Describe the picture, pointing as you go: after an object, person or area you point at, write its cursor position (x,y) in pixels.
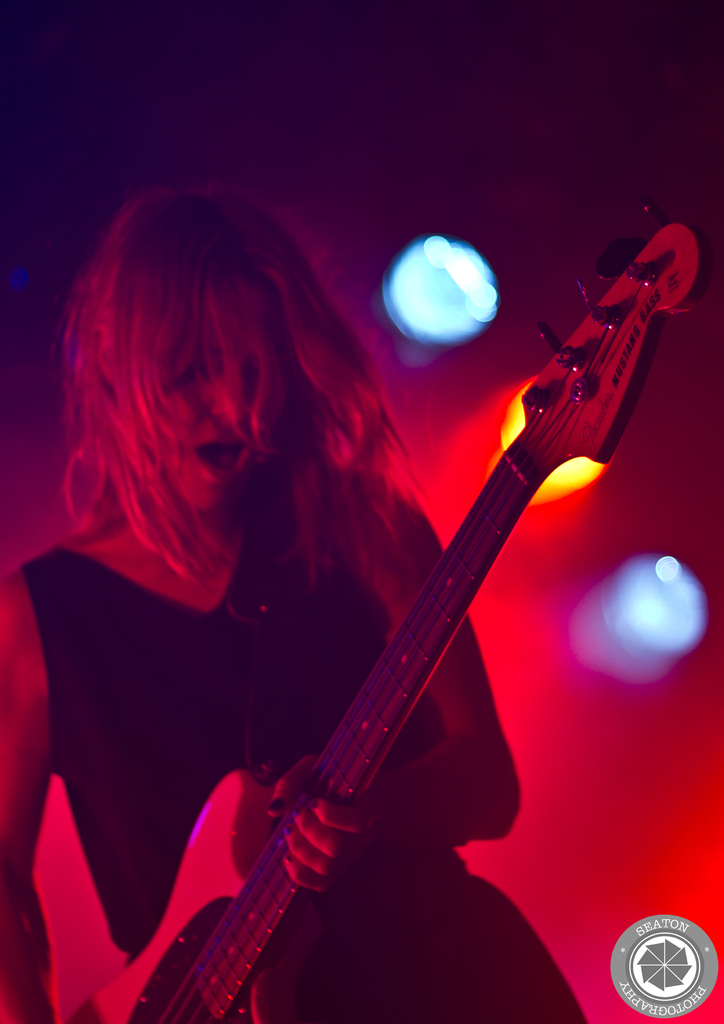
In this image I can see the person (262,708) holding the guitar (338,774). I can see the person (189,680) wearing the black color dress (189,677). In the background (401,330) there are lights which are in orange and blue color.
